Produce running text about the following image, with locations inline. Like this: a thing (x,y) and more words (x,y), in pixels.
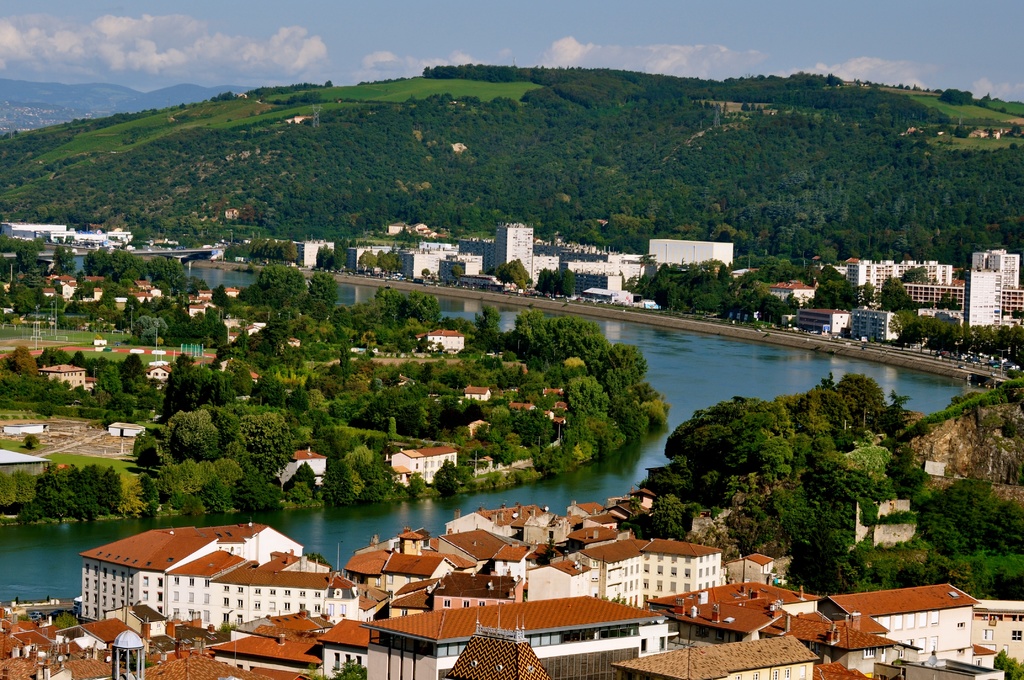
In this image, we can see buildings (608,548), trees (268,334), poles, vehicles (576,299) on the road (842,336) and there are hills (633,172) and there is water (819,366). At the top (393,54), there are clouds (696,58) in the sky (454,59).
